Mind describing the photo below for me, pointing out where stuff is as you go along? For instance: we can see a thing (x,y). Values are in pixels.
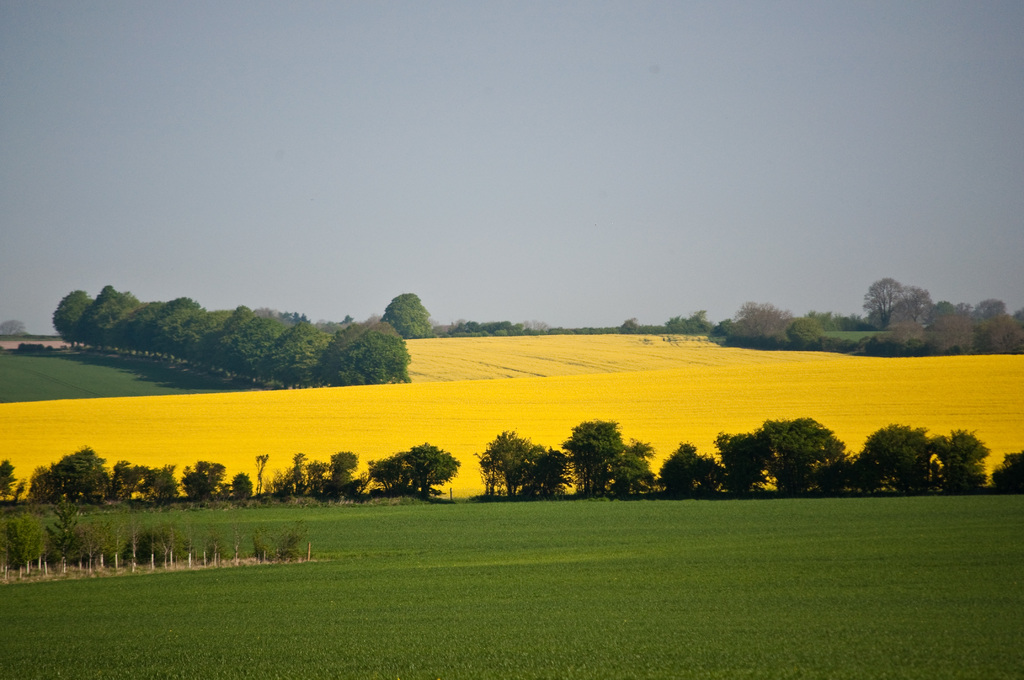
On the down side it is grass (635,551), there are green trees (108,548). At the top (314,169) it's a cloudy sky (285,238).
